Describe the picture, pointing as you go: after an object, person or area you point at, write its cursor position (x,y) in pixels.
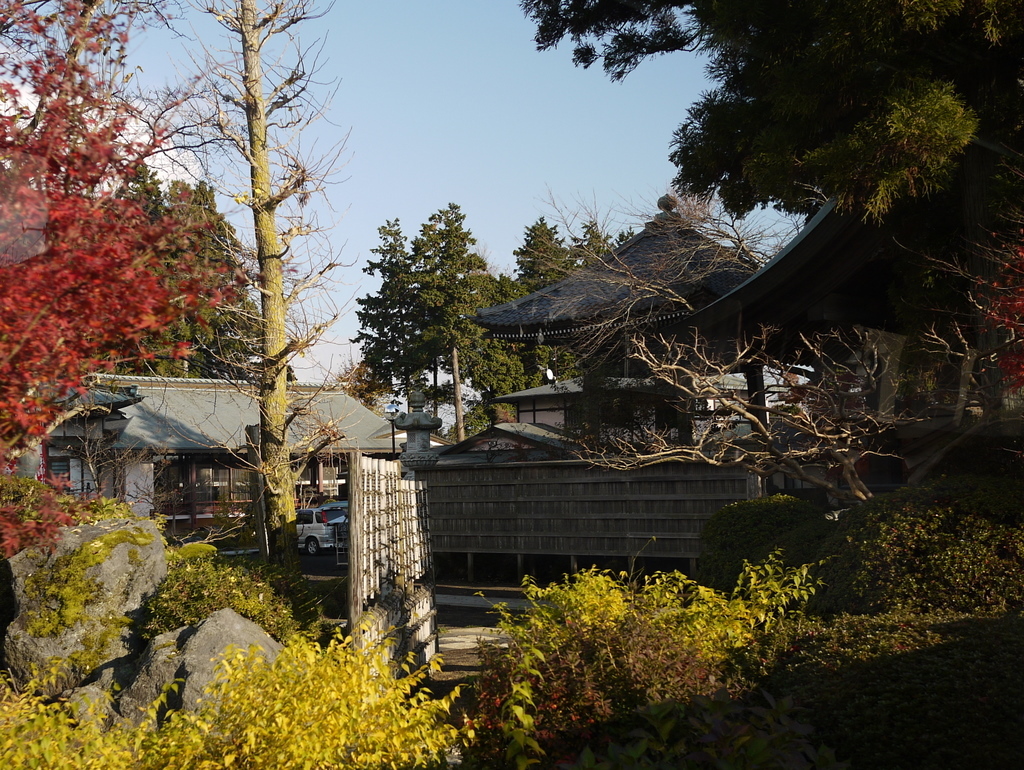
In this picture there are houses (598,295) and cars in the center of the image (605,306) and there is greenery (782,563) around the area of the image.
